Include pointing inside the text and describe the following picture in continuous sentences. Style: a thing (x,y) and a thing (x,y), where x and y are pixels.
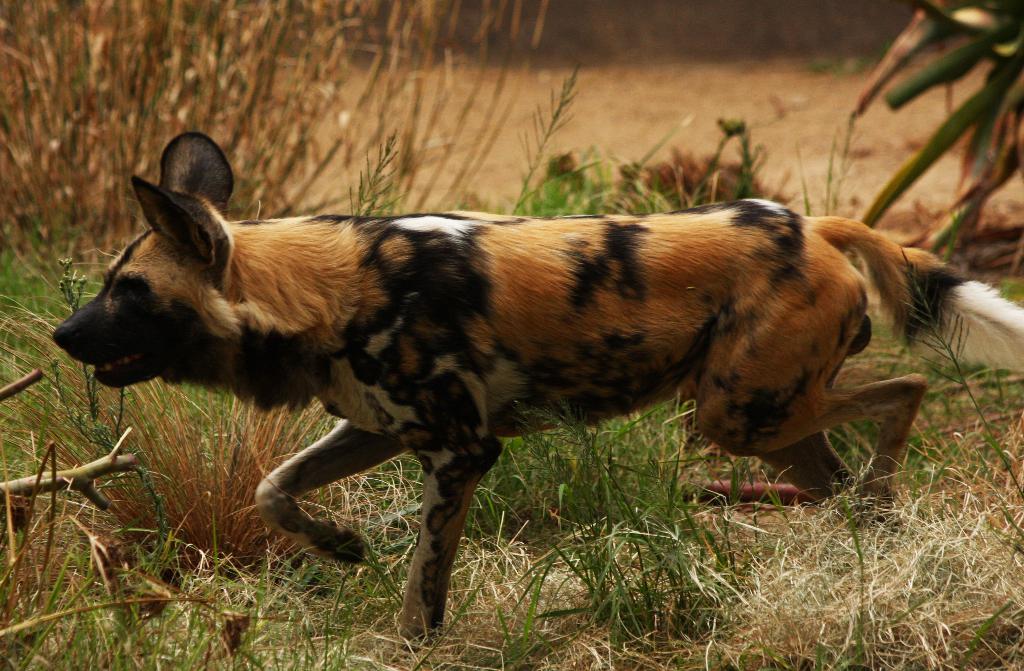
In this picture we can see an animal (483,416) walking on the grass (160,603) and in the background (612,151) we can see the ground (664,86).
